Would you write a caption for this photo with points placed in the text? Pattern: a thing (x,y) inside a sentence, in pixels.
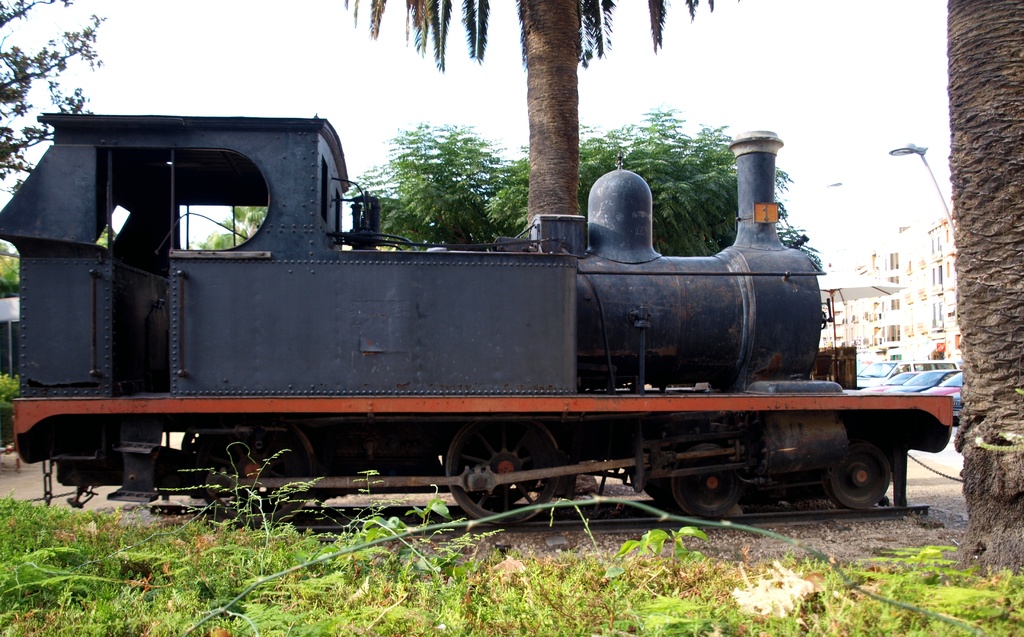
In this image we can see a railway engine (513,260), trees (1003,142), buildings (918,271), motor vehicles (940,377) on the road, creepers (843,585), plants (278,578) and ground (41,466).
